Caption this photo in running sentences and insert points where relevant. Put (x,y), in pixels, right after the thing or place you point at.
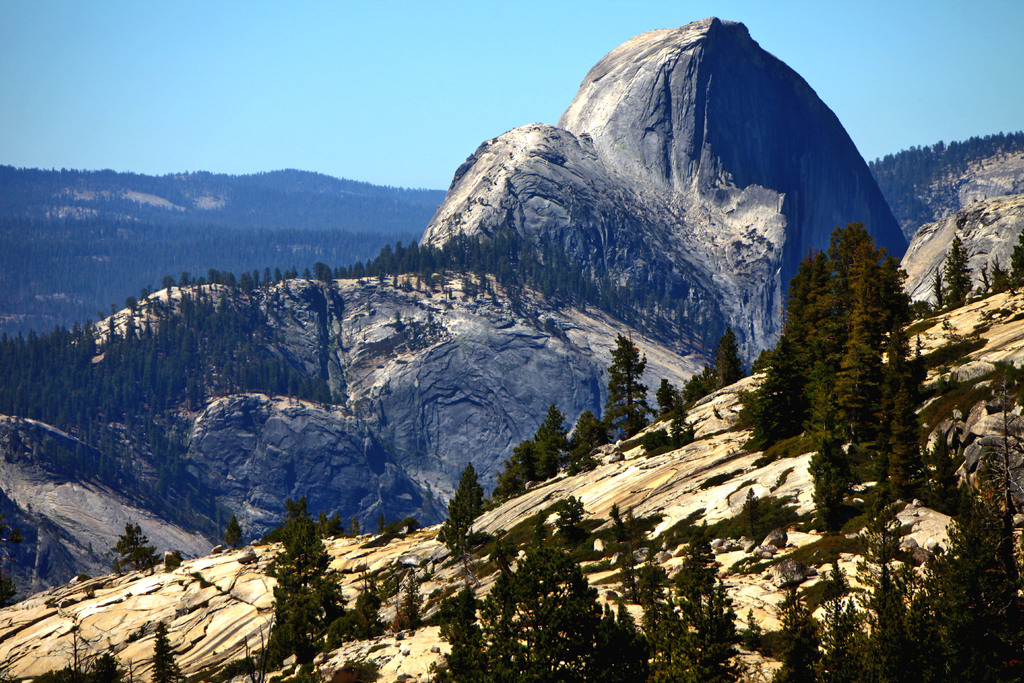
In this image to the bottom (431,572) there are some mountains (287,292) and trees (233,283) and in the background (183,194) also there are mountains (332,192), on the top of the image (340,66) there is sky (345,117).
